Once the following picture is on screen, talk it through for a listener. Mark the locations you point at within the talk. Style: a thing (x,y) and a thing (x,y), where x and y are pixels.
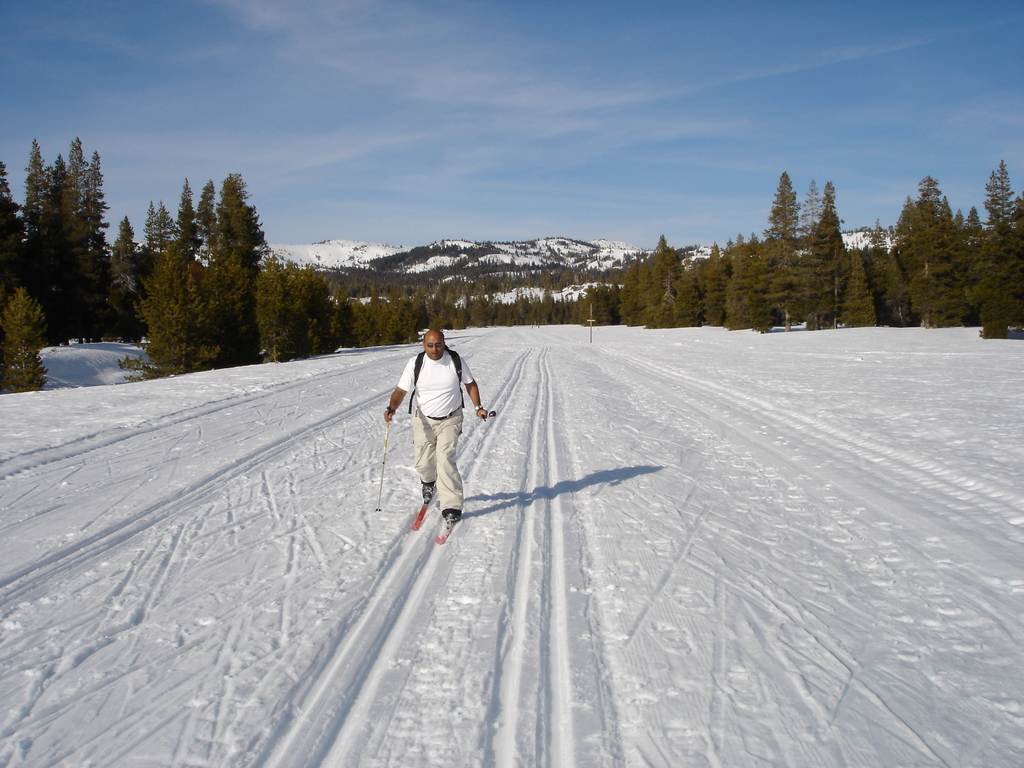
In the foreground of the picture (454,426) there is a person (441,432) skiing and there is snow (498,387). In the center of the picture (420,268) there are trees (180,283) and mountains (618,264) covered with snow (343,260). At the top (291,114) it is sky (799,130).
